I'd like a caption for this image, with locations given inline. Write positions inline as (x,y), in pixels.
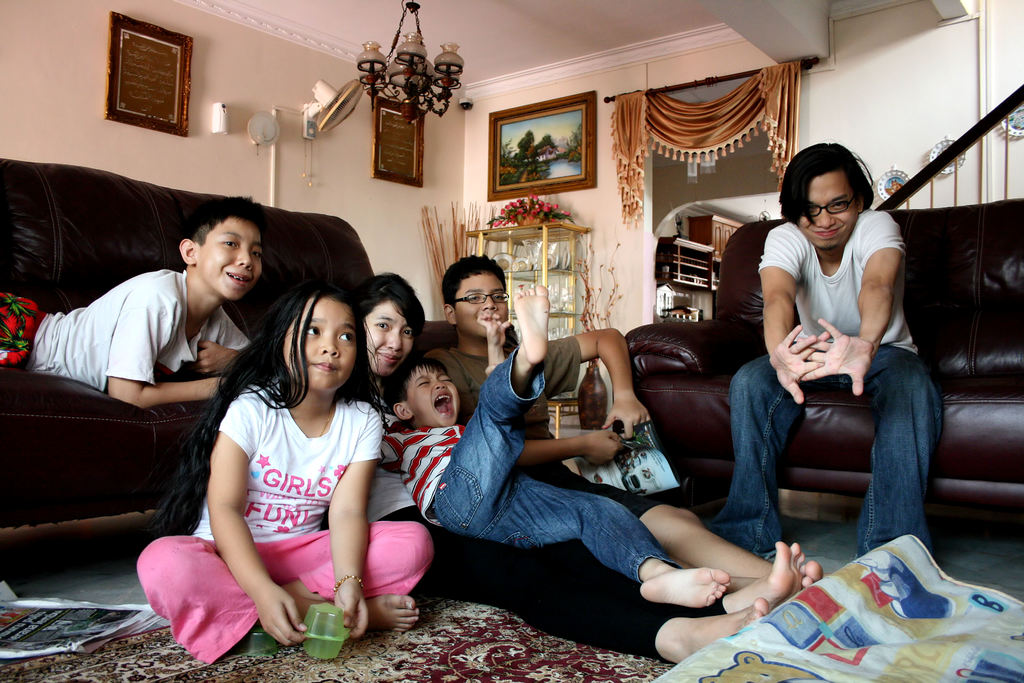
In this picture, we see four people (453,479) are sitting on the floor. Behind them, we see a boy (166,342) is lying on the sofa (31,383). The man (827,215) on the right side (766,417) is sitting on the sofa (720,431). In the right bottom (852,578), we see a blanket (852,600). Beside that, we see a carpet (403,662). The girl (280,513) in white T-shirt (292,534) is holding a green color box (318,626) in her hands (299,625). Beside her, we see a newspaper (93,603). In the background (343,186), we see a white wall (293,169) on which many photo frames (395,130) and a fan (319,92) are placed. We even see the curtains (621,141) and cupboards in the background (705,116). We see a rack (560,237) in which plates (501,264), cups (559,301) and a flower vase (535,220) are placed. At the top (555,27), we see the roof (624,26) of the room (430,5) and the chandelier (403,48). On the right side (1001,123), we see the stair railing (979,120).
